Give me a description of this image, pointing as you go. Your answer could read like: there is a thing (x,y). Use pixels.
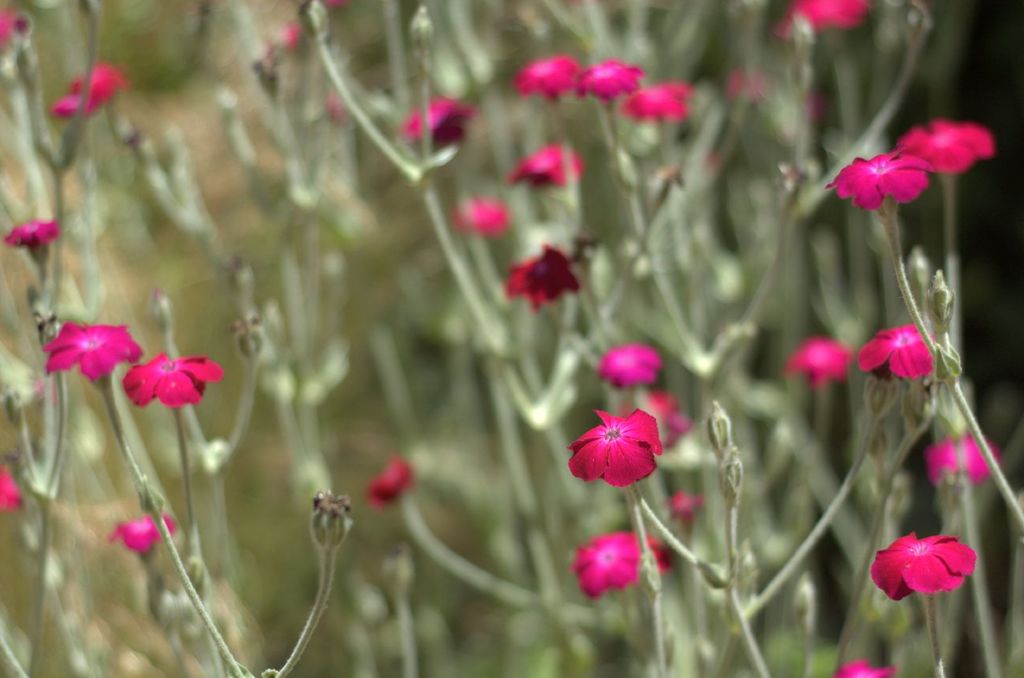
In this image we can see some flowers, plants (457,256), and the background (801,285) is blurred.
